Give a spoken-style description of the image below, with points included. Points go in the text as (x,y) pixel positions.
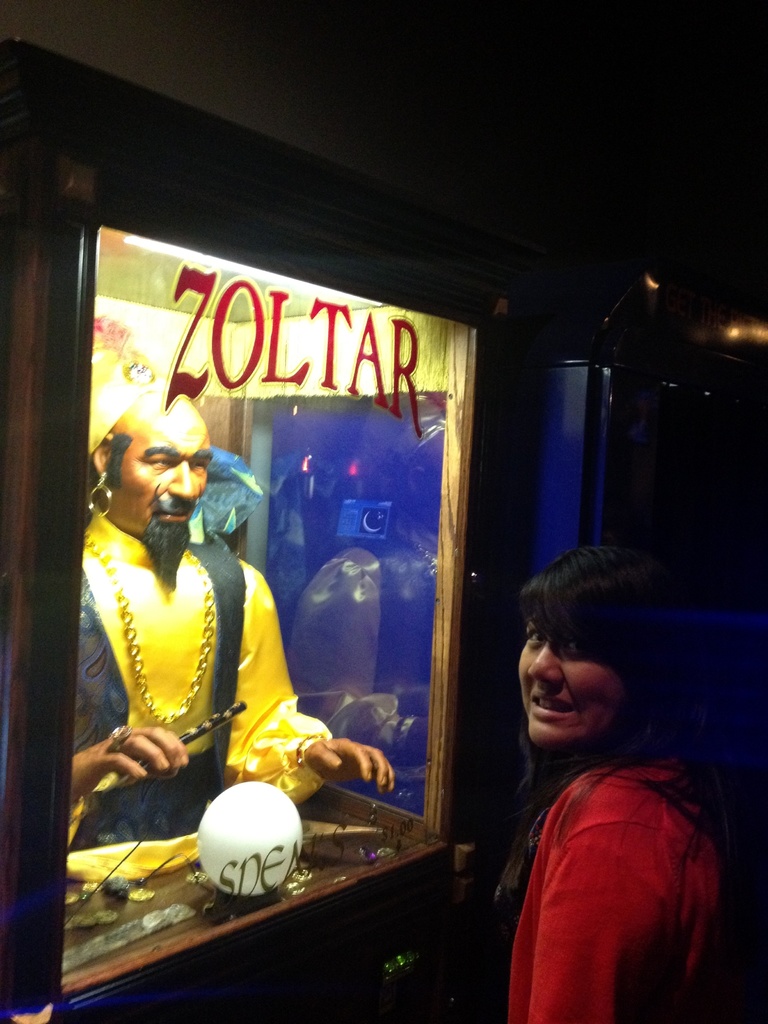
The picture is taken in the nighttime. In this image there is a girl (621,745) on the right side (649,819). In front of her there is a statue (192,484) which is kept in the glass box (245,487). In front of the statue (179,579) there is a white ball (217,868). The statue (140,746) is holding the stick (192,733).
